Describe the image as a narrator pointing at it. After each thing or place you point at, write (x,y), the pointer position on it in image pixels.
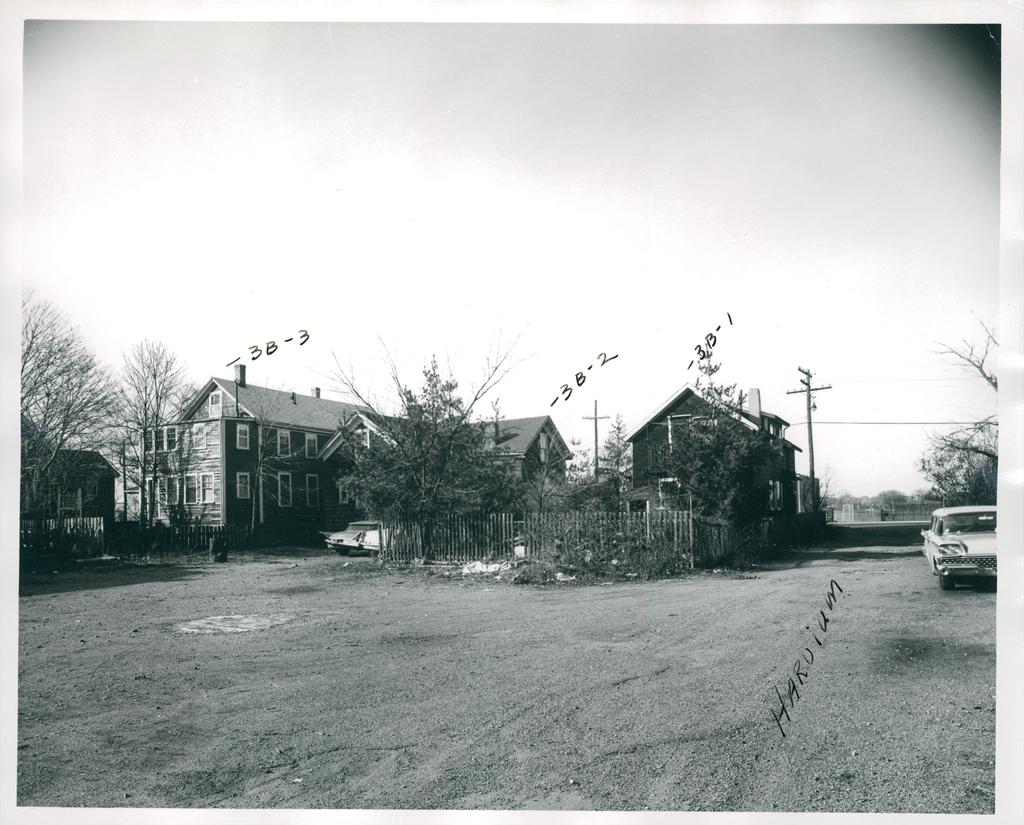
In this picture we can see ground (936,711), fence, trees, buildings (317,480), poles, text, vehicle (961,520) and numbers (303,334). In the background of the image (348,258) we can see the sky (311,250).
